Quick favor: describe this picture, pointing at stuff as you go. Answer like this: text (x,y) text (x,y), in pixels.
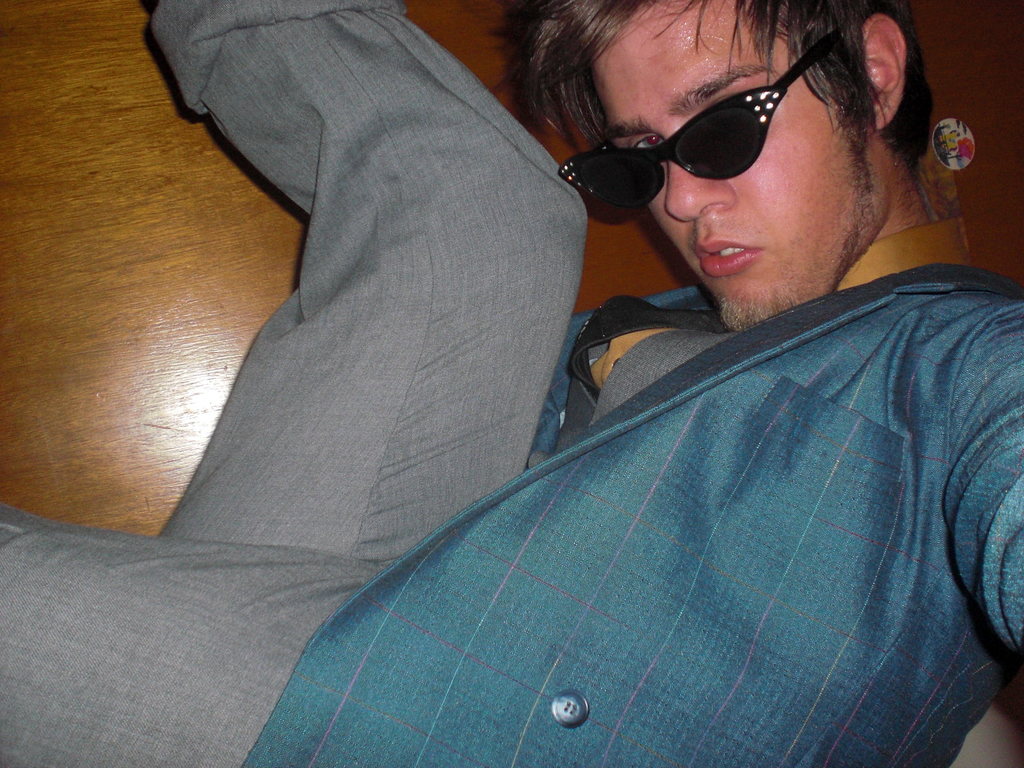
In this picture I can see a person (664,407) wearing spectacles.
